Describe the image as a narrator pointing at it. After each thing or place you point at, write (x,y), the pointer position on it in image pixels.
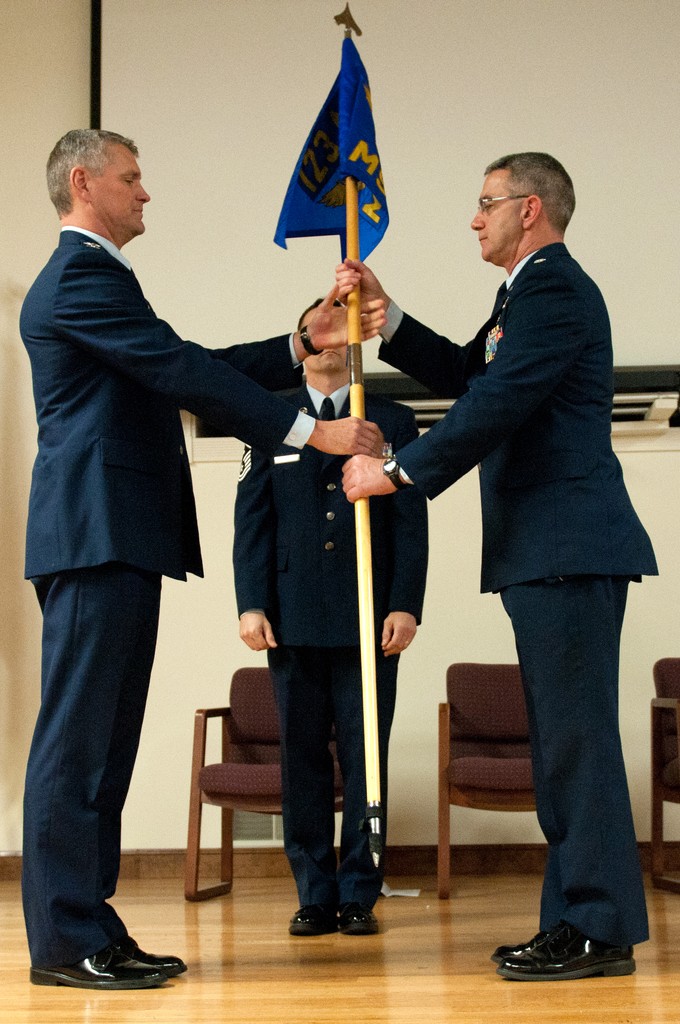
In this picture there are three persons (559,447) who are wearing the suit (295,487), trouser (43,930) and shoe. Two of them are holding a blue flag (368,214). In the back (462,685) there are three chairs (465,716) near to the projector screen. On the left (24,187) there is a wall (17,178).
